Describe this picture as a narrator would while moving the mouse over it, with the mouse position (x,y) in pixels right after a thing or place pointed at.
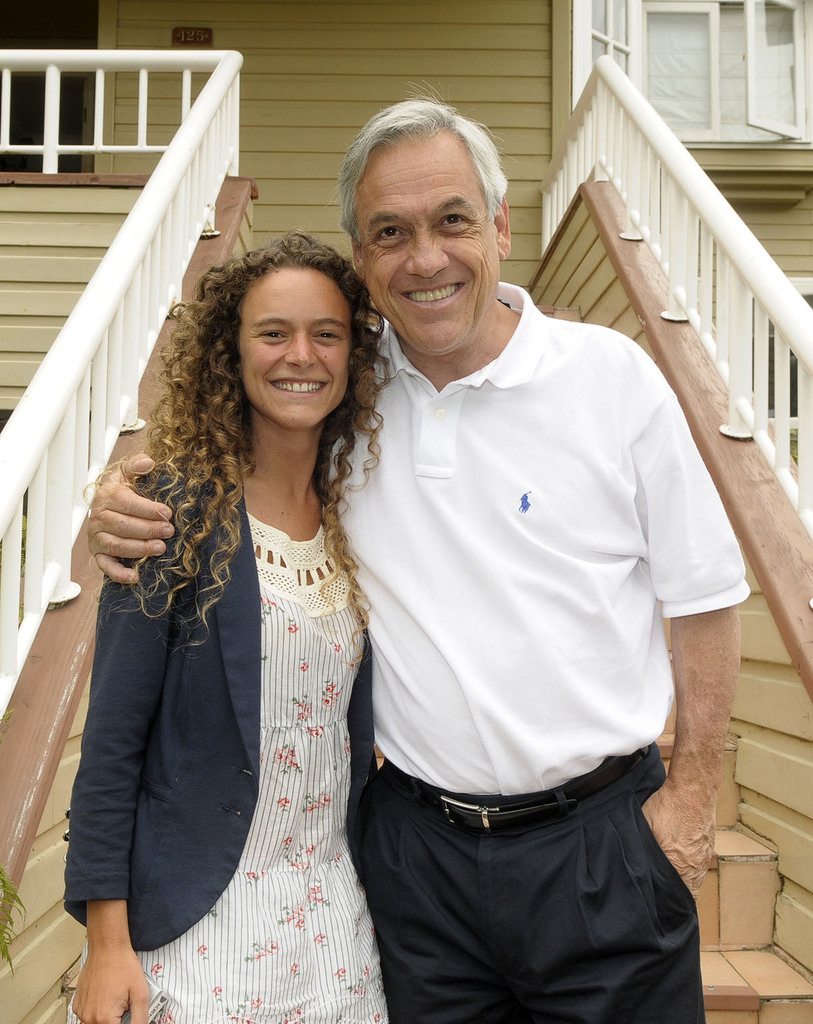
In the picture we can see a man (668,863) and a woman (80,874) standing together and smiling, man (632,601) is in white T-shirt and behind them, we can see the stairs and railing (727,235) to it and on the top of the stairs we can see a house (487,32) with windows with white frame (642,70) to it.
